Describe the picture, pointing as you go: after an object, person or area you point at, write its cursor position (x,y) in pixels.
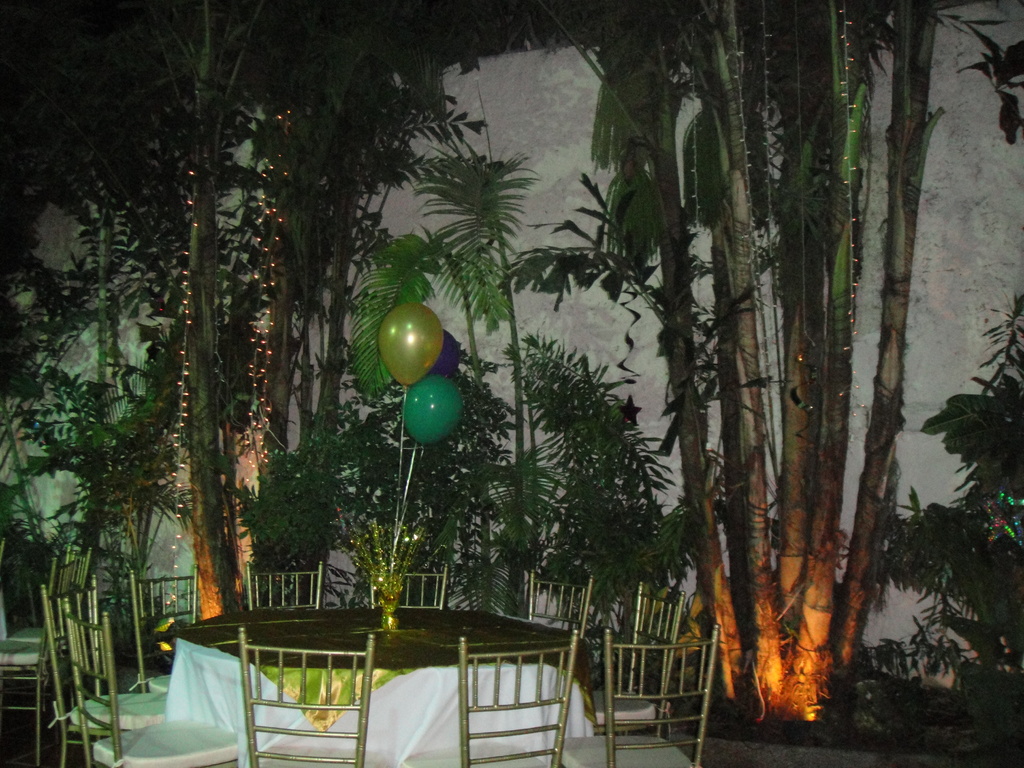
In this picture we can see chairs (54,705), table (344,666) on the ground (712,746), cloth (219,655), balloons (428,408), lights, some objects (402,554) and in the background (350,575) we can see the wall (955,156), trees (408,288).
